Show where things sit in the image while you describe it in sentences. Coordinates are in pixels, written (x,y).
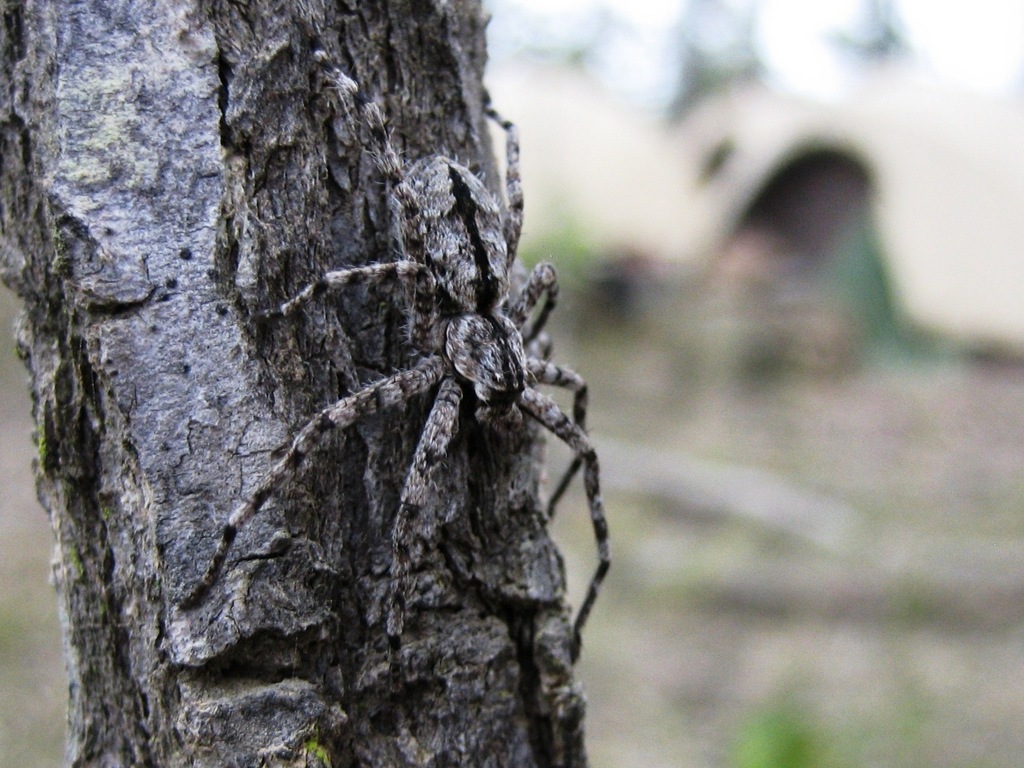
In this image, we can see a spider (518,235) on the stem (221,367). In the background (607,130), image is blurred.
